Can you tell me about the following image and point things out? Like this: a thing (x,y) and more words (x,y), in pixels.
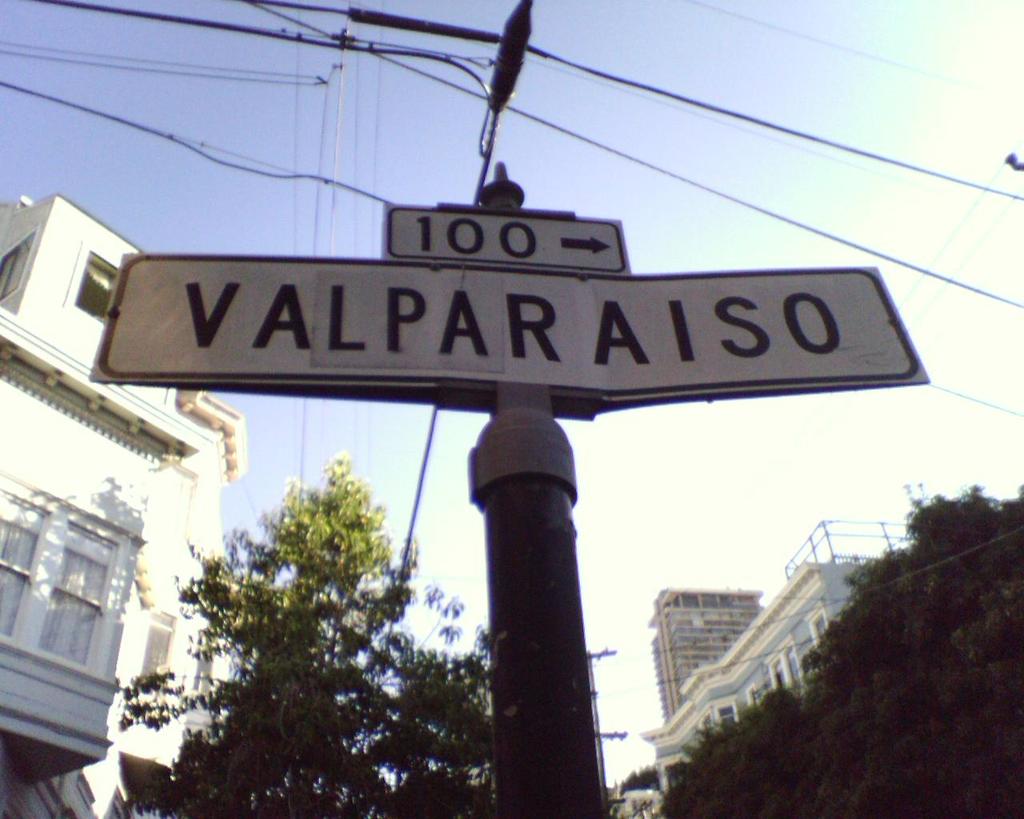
In this picture we can see boards (493,281) attached to a pole (510,467), wires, trees (367,557) and buildings (683,678). In the background of the image (758,483) we can see the sky (605,614).
